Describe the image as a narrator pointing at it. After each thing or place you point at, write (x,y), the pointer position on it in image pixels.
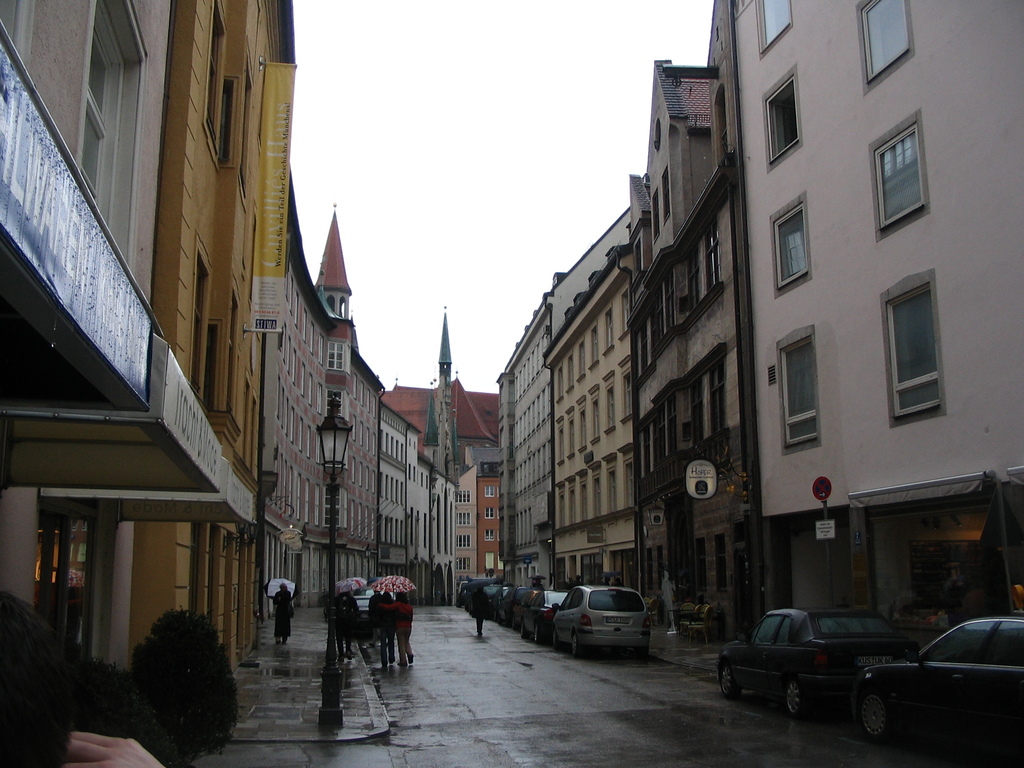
In this image I can see in the middle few people (377,634) are walking on the road (394,684) by holding the umbrellas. On the right side (857,636) there are cars (603,627), on the left side (226,714) it looks like there are bushes (220,699) and there are hoardings (164,364). There are buildings (261,502) on either side of this image, there is a street lamp (332,395) in this image. At the top (497,93) there is the sky (504,95).
